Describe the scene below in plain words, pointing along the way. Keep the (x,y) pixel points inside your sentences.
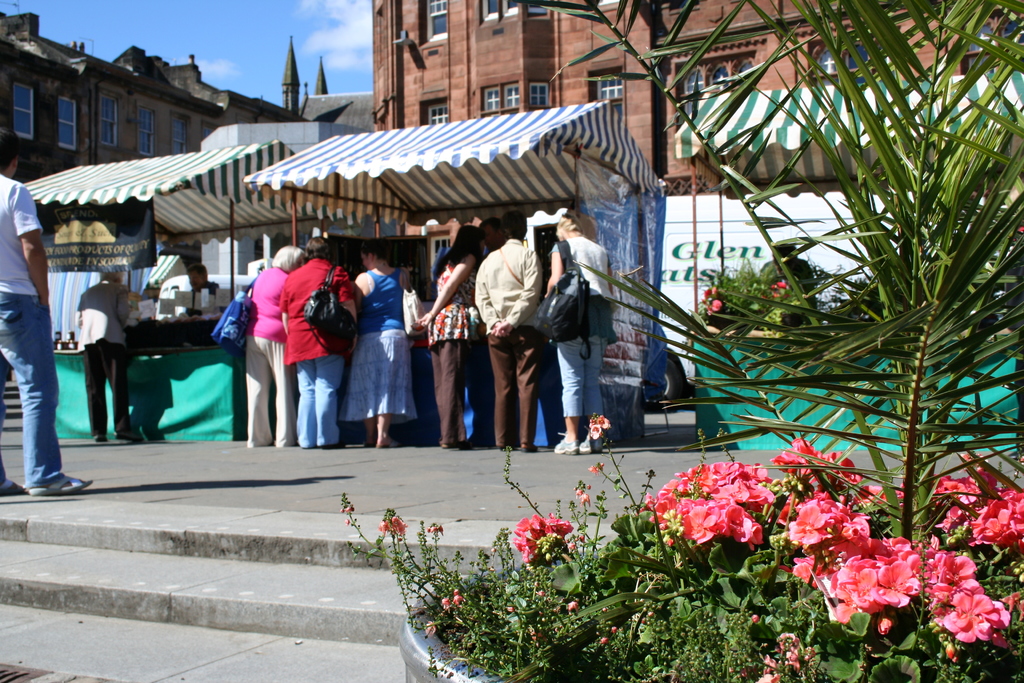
In this image we can see people (376,296) and stalls (638,214) on the pavement (234,470). At the bottom of the image (545,575), we can see plants (686,563) and flowers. Background of the image (568,52), we can see buildings (532,51). At the top of the image (185,33), we can see the sky (332,32) with some clouds (353,39).
